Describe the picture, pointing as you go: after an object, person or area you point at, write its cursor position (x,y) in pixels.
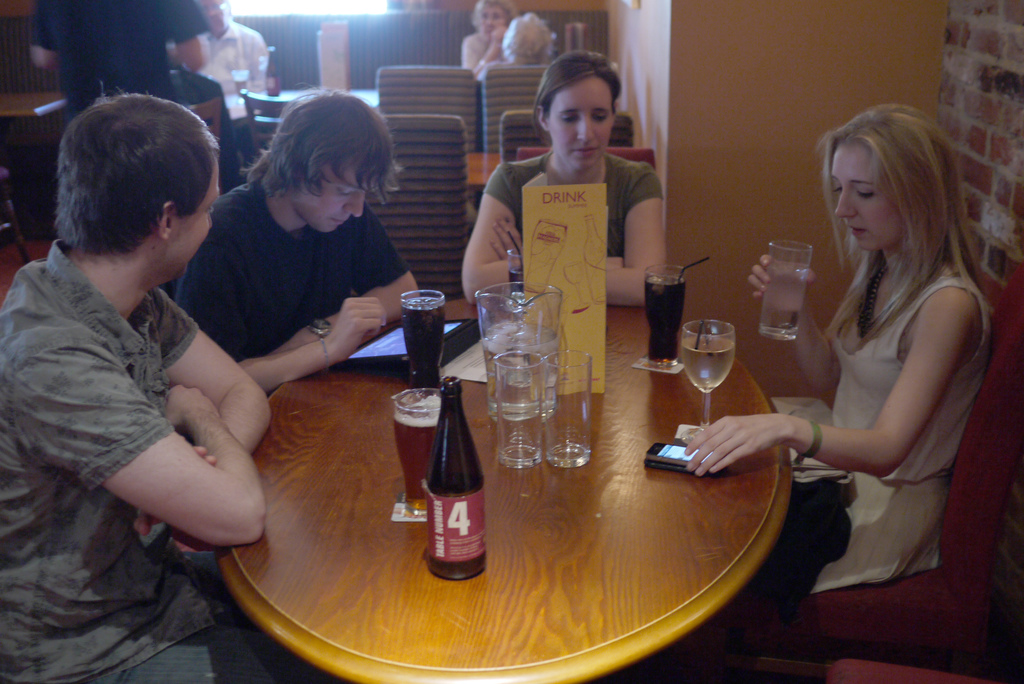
This image was clicked in a restaurant (629,44). There are four people (577,55) seating around a table (664,609), two are women (483,200) and two are men (66,176). A woman (760,268) in the right corner (960,220), she is holding a glass (809,259) and staring at the phone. Another woman (626,289) in the middle (614,274), she is also staring at the phone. In the left corner (212,397), the person (142,324) wearing green shirt (21,458) is staring at another person's tablet (401,346). There are some glasses (569,386), jar (536,413), one bottle (471,525) and one menu card (602,194) on the table (584,578). In the background (526,69) there are three persons (478,58) sitting on the sofas (231,25). The person (182,36) in the left corner (123,16), he is wearing black T shirt (131,50).
